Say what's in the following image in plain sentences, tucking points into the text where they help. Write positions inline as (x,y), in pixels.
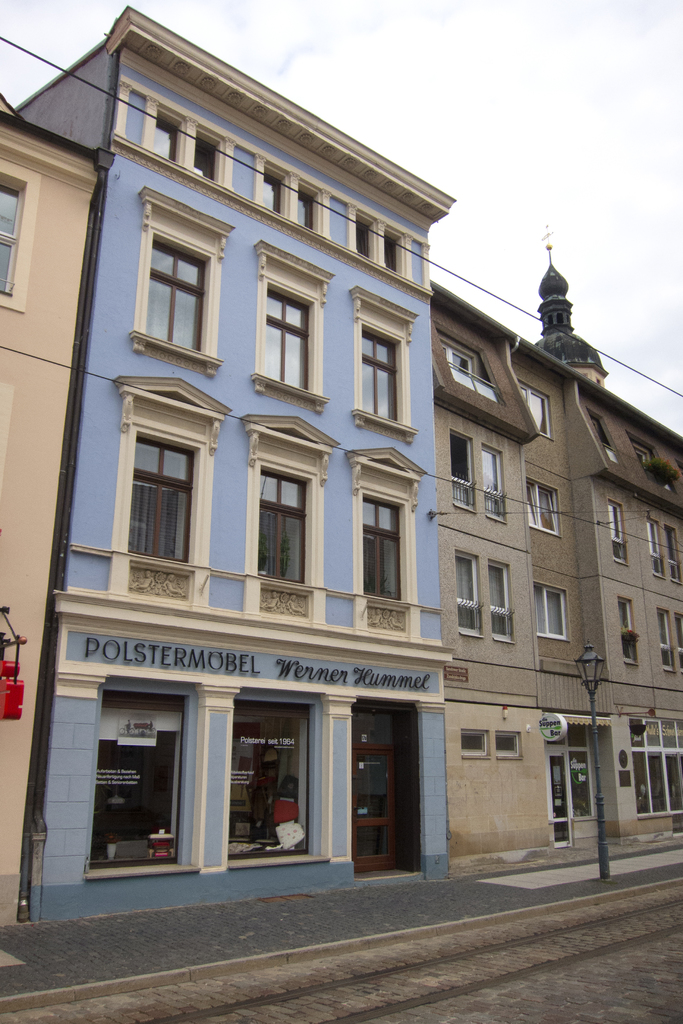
In this image there is the sky (487,101) truncated towards the top of the image (502,35), there are buildings (330,494), there is a building (654,568) truncated towards the right of the image (651,614), there is a building (48,347) truncated towards the left of the image (15,194), there are windows (276,492), there is text (113,652) on the building (327,667), there is an object (17,646) truncated towards the left of the image (5,670), there is a pole (599,786), there is a street light (596,665), there is door (368,802), there are glass walls (264,792), there is text (103,778) on the glass walls (245,774), at the bottom of the image (385,961) there is the road (306,977) truncated.
